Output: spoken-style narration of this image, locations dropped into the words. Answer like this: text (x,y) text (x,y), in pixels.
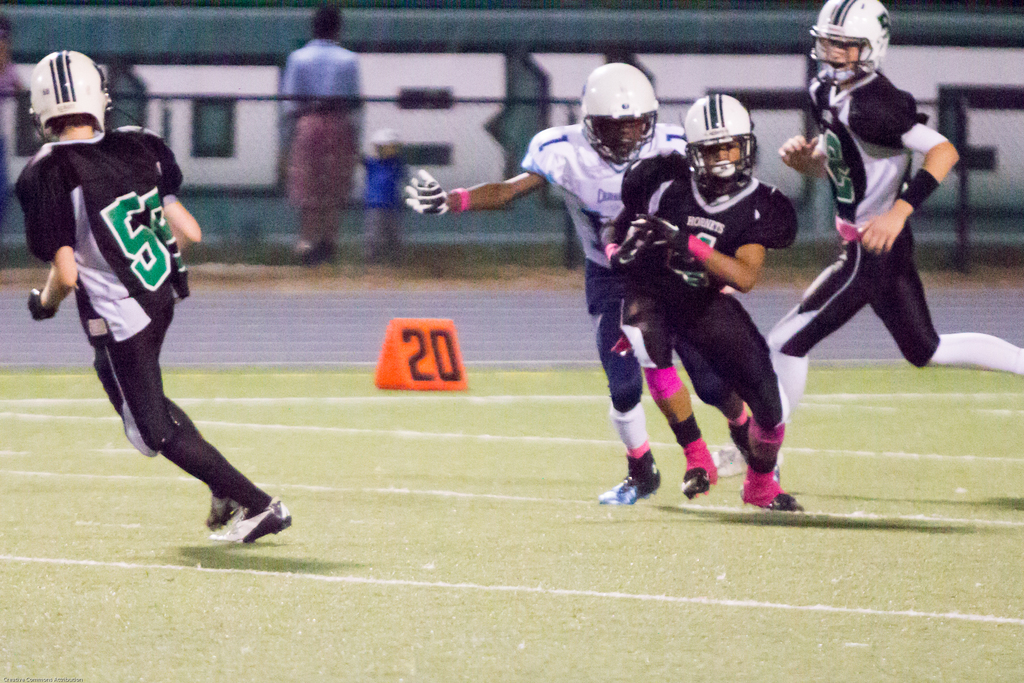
In this image there is a green grass (569,519) at the bottom (671,570). There are people (693,117) in the foreground (874,14). There are people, poster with some text (1018,50) in the background (438,160).
